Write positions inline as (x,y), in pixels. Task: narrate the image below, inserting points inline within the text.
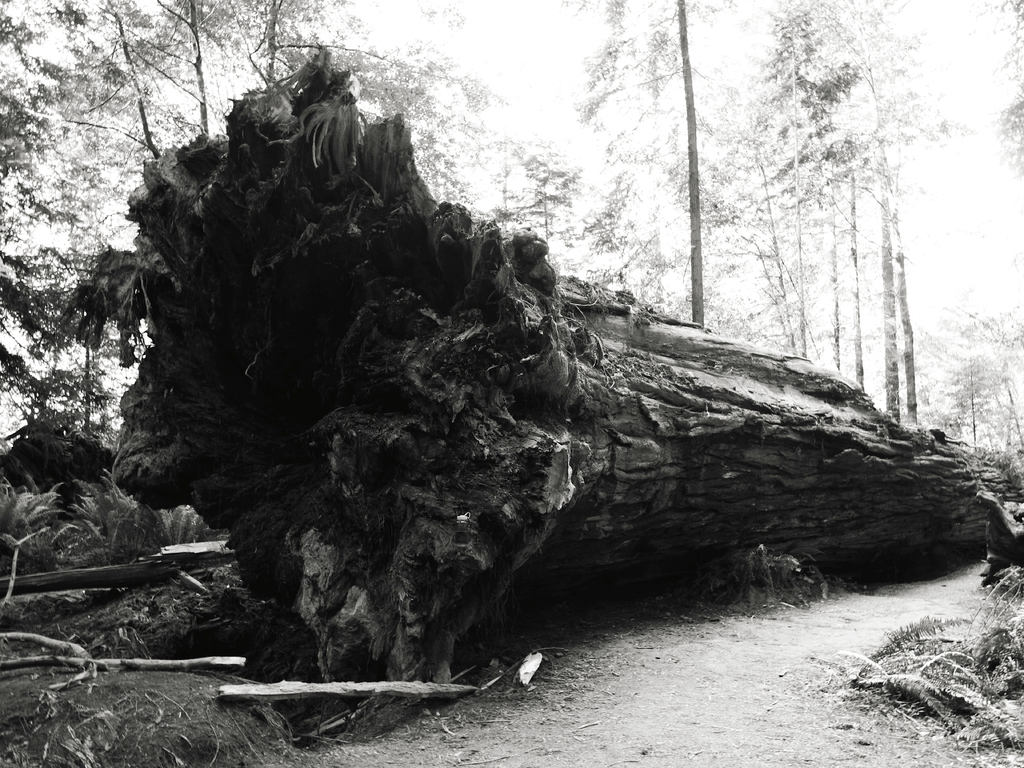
This picture is clicked outside the city. On the left (291,144) there is a trunk (381,408) of a tree (700,480) laying on the ground (781,643). In the background (449,59) we can see the sky (529,45), trees (629,188) and the grass (65,542).
